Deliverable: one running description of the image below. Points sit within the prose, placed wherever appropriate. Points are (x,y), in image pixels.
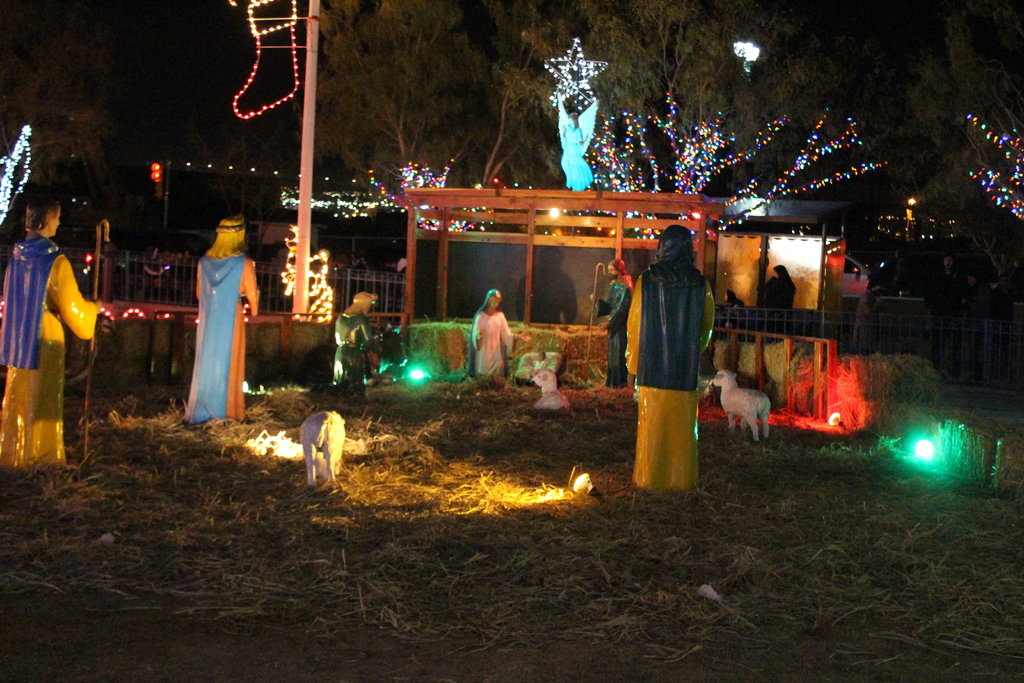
In this picture we can see few statues (52,418) on the grass (46,548). There is some fencing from left to right. We can see some lights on the trees (50,116).
